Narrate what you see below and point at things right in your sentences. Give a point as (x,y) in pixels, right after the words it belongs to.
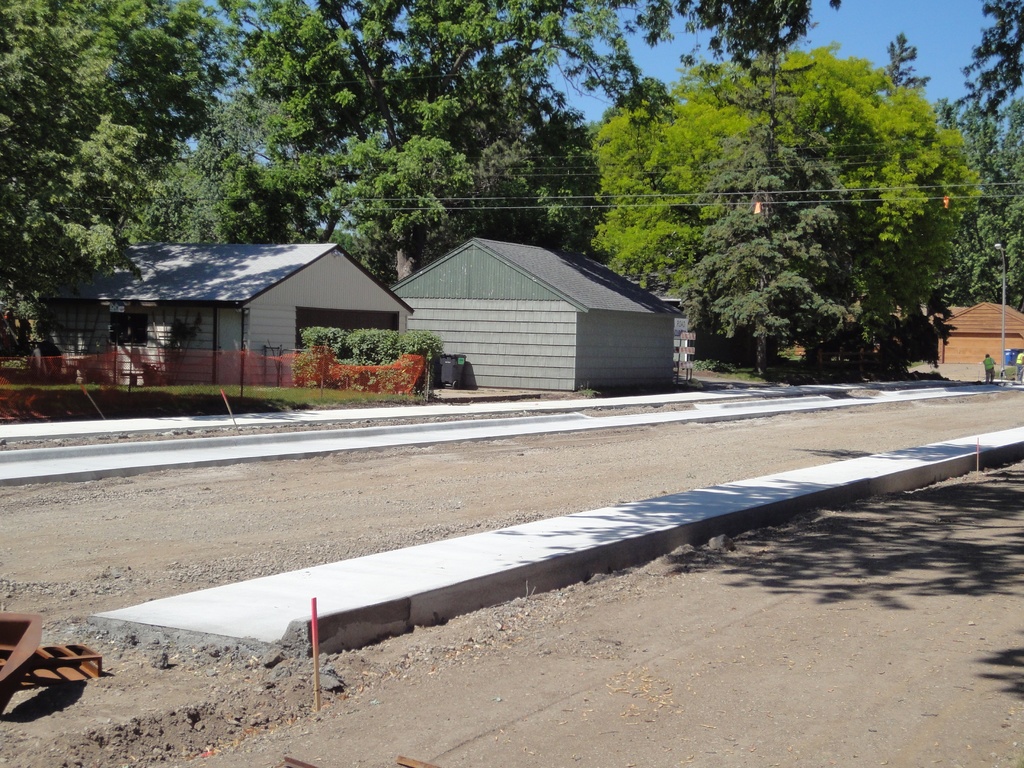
In this image we can see buildings (254,340), net (351,379), bushes (353,341), bins (442,372), grass (259,386), person (987,369) on the road (793,411), street pole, street lights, electric cables (682,204), trees (572,204) and sky (695,22).
